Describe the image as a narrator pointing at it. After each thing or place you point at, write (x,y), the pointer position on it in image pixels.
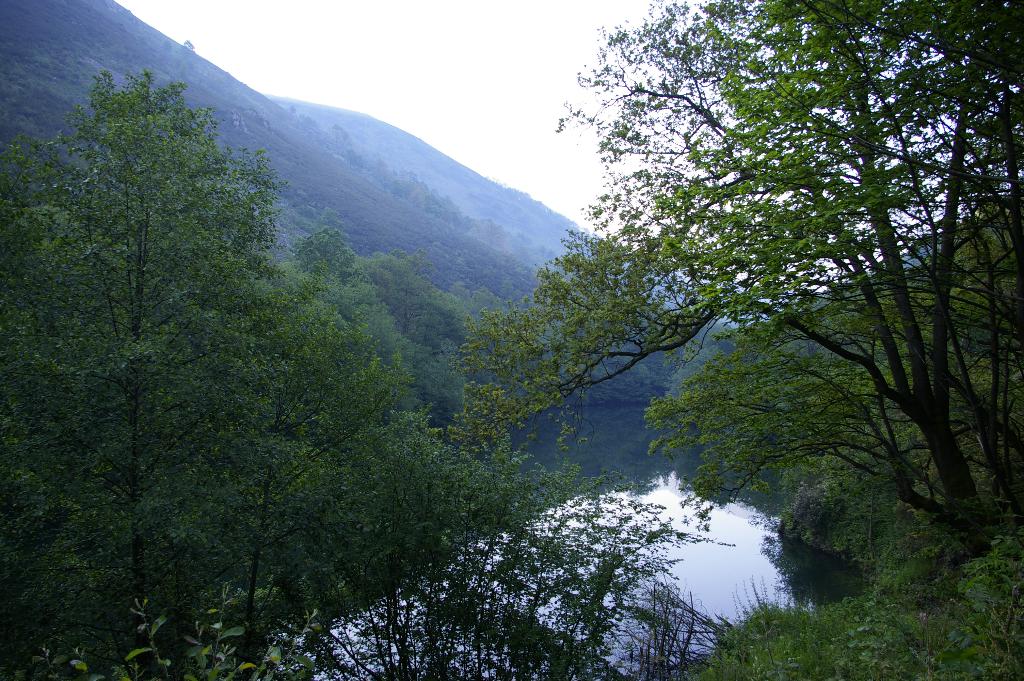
In this image there are trees (29,364) on the left (327,471) and right corner (884,112). There is water (618,640) at the bottom (634,669). There are trees (713,330) and mountains (486,254) in the background (473,241). And there is sky (580,12) at the top (569,3).
